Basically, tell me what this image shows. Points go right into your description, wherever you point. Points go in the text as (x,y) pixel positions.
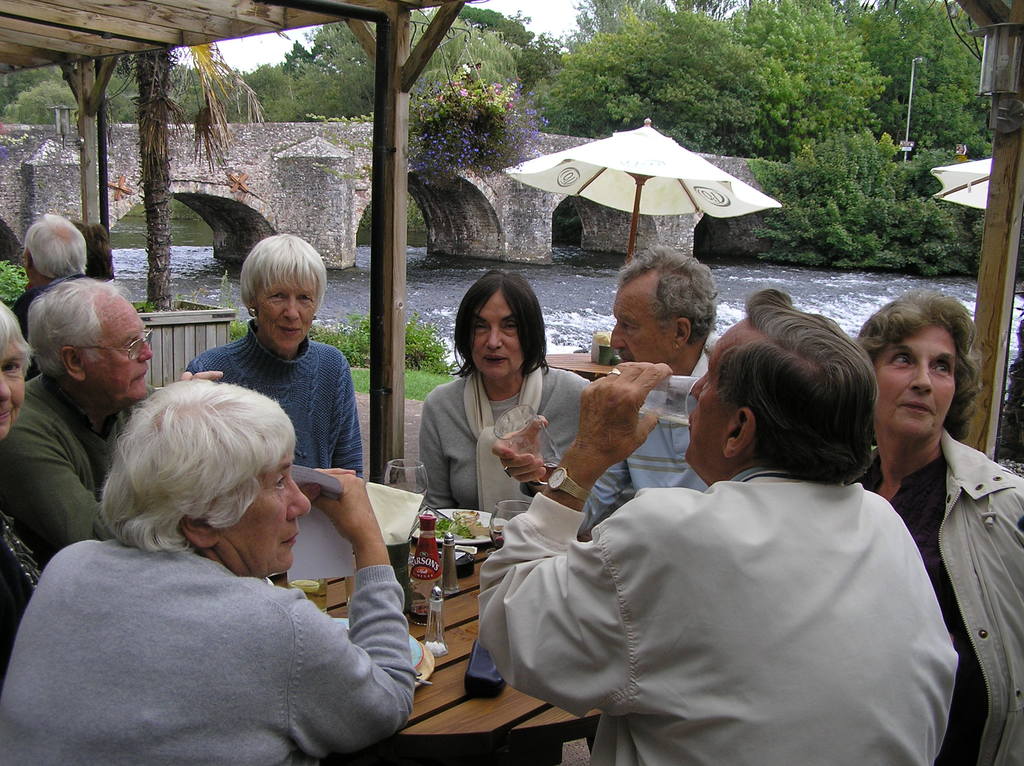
In this image I see number of people (15,645) and all of them are sitting on chairs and I see a table (557,758) in front of them on which there are many things (507,513). I also see that these 2 people (625,567) are holding glasses (537,424) and this woman (37,613) is holding a paper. In the background (340,286) I see the grass (421,381), plants (338,343), umbrellas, a bridge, water (843,317) and the trees (712,10).
